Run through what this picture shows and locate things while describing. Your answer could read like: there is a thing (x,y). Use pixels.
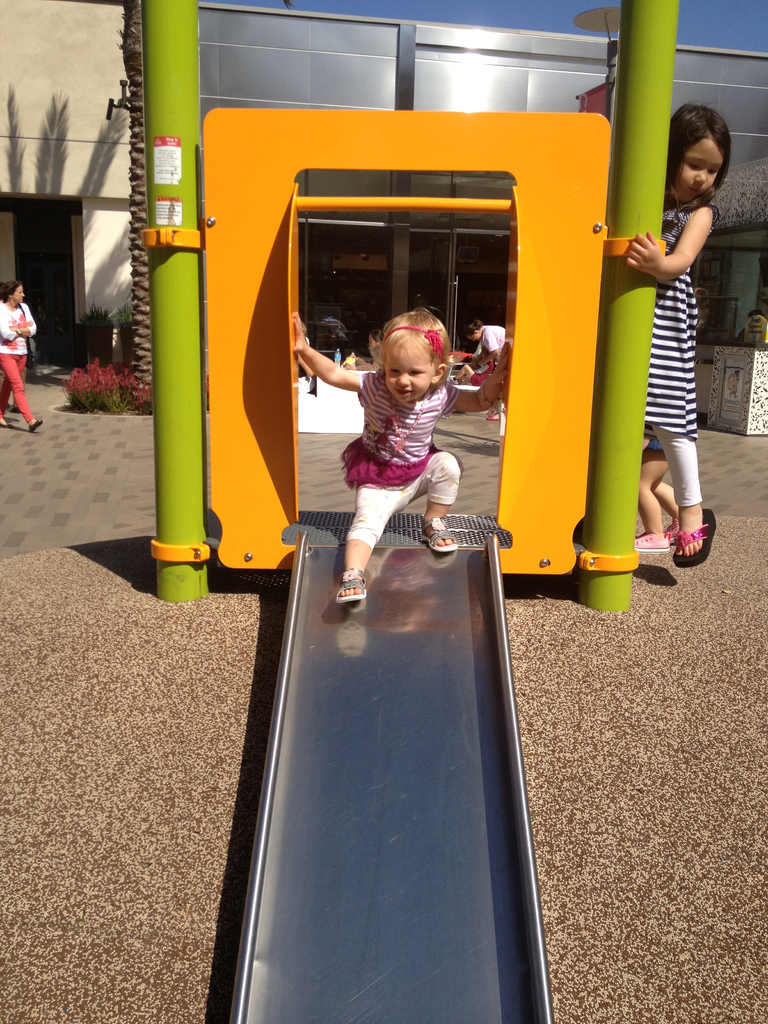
In this image, I can see two girls (442,478) standing. This looks like a sliding board (369,590). These are the poles (637,152). Here is a woman (26,347) walking. This looks like a building (89,98). I can see small bushes (103,389) with flowers (110,389).
